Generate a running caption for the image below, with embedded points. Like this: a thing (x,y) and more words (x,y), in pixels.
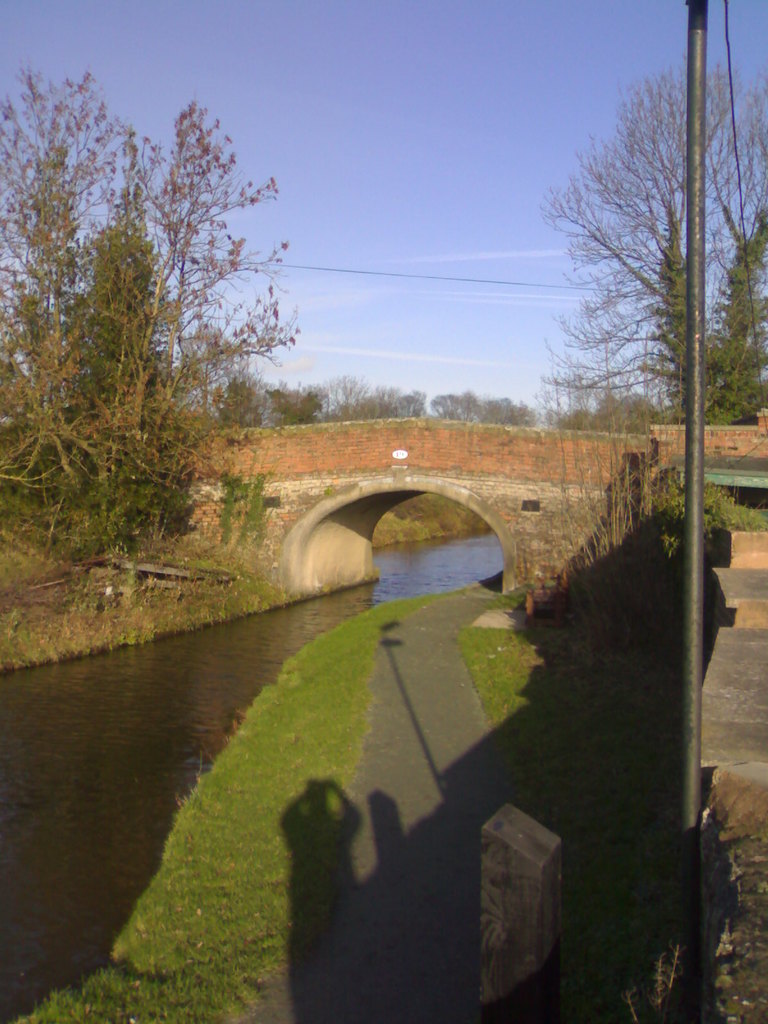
In the center of the image (381,436) we can see bridge (397,429), trees (143,391) are present. On the right side of the image (754,705) pole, stairs (712,654), wall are there. At the bottom of the image (413,914) we can see road (416,833), grass (269,808), water (175,799) are there. At the top of the image (525,170) sky (541,170) is there.
